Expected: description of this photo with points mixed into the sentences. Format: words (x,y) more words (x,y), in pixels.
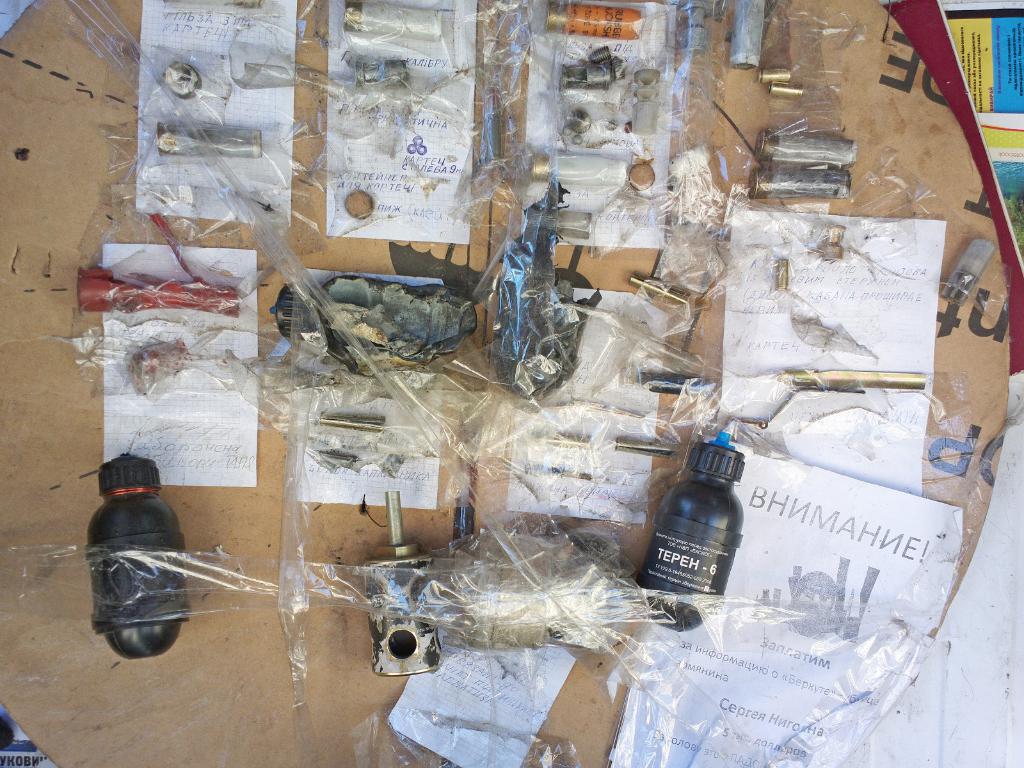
This is a picture in which there are some things (267,45) on the table (125,107) and wrapped with a cover (151,589). The things (149,351) are in black, red and orange in color and there are also some papers (437,425) on the table (477,406).
